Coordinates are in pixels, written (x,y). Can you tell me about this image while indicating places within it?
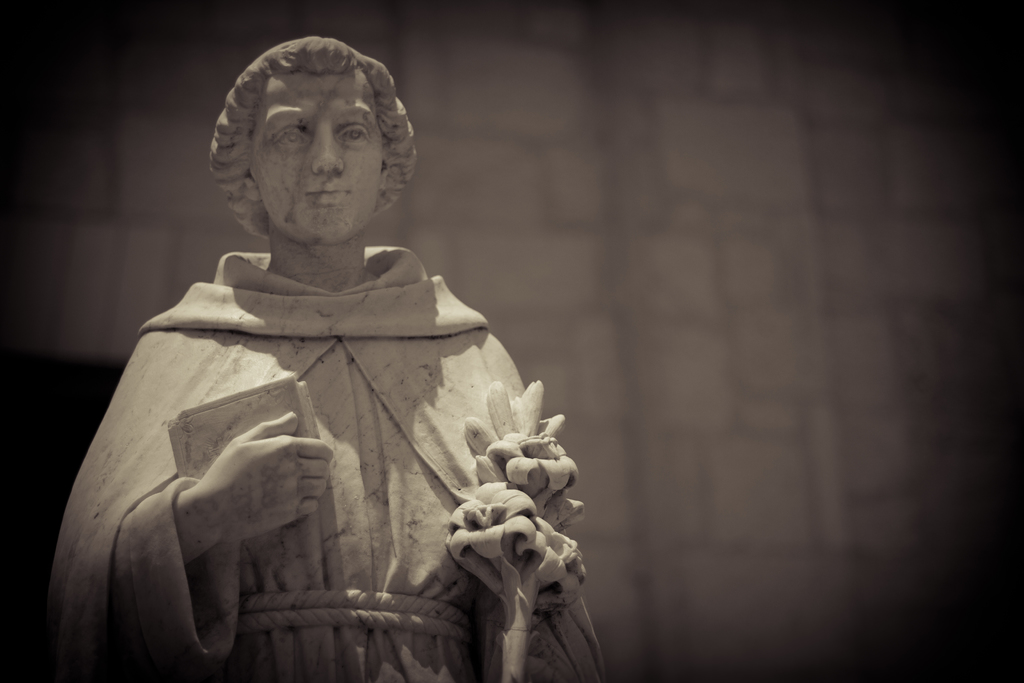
In this image there is a person statue (273,437) holding a book (210,455) and few flowers (513,554) in his hand (214,474). Behind the statue (441,459) there is a wall (632,270).
